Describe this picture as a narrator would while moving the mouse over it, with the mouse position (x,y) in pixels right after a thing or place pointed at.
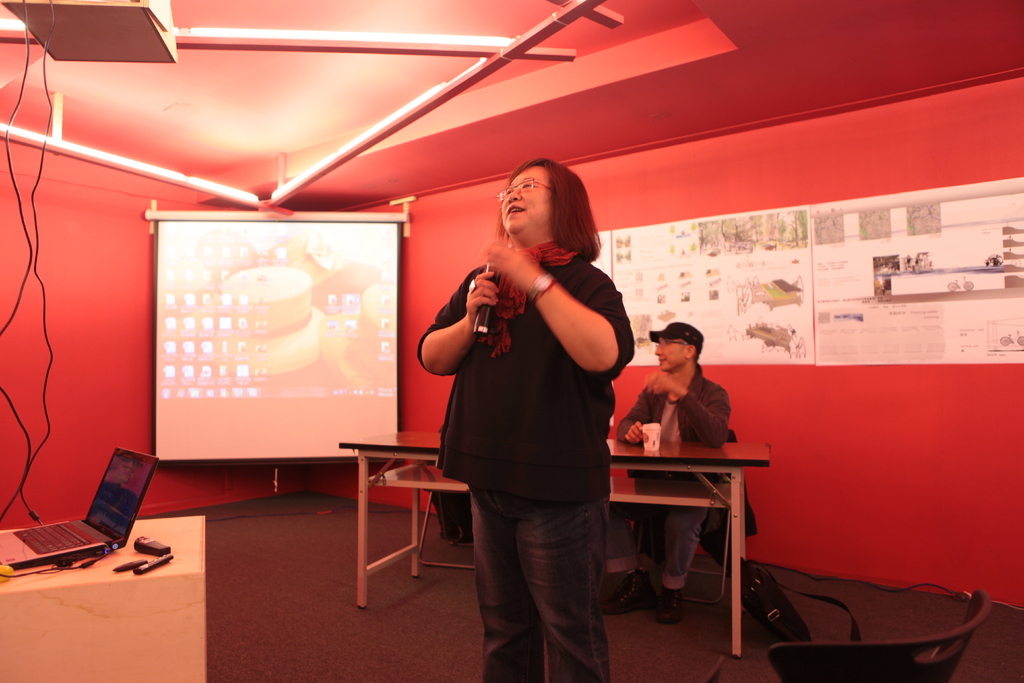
There is a woman (558,477) standing in a room (282,507) holding a microphone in her hands (523,268). Behind her there is a man (679,393) sitting on a bench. There is a led projector screen (295,390). We can observe a laptop (100,538) here on the table (129,585). In the background (662,183) there is a wall (863,523) in red color.
